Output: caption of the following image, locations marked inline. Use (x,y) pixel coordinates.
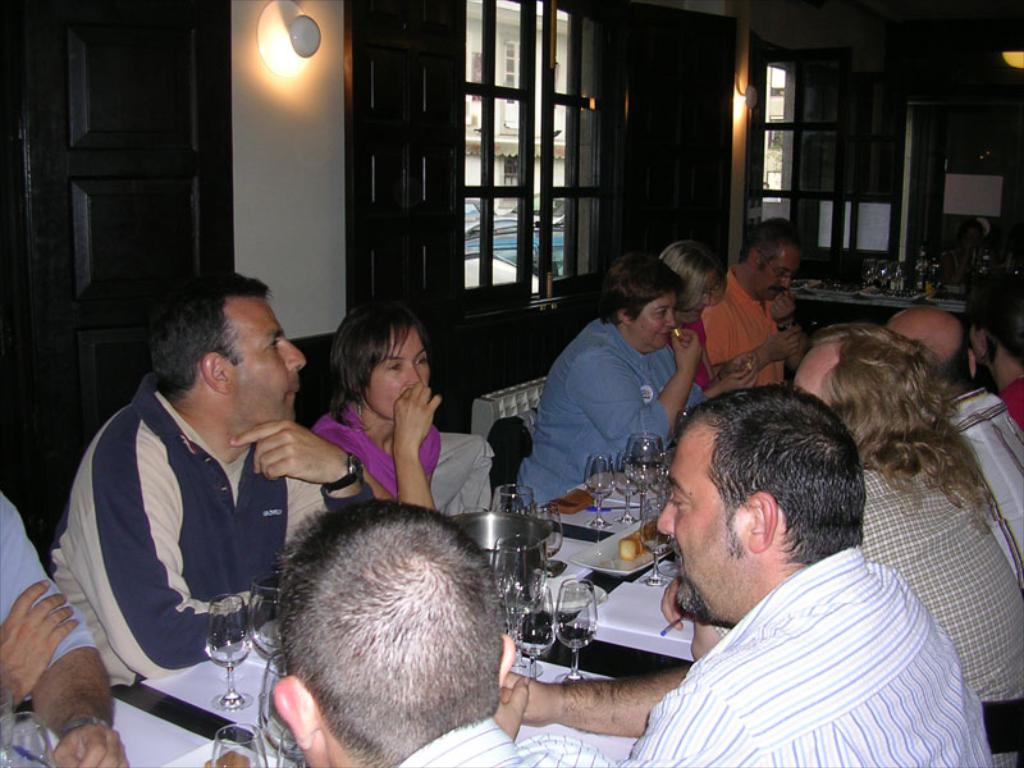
In this picture we can see some people (764,549) sitting on chair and in front of them there is table (646,577) and on table (244,693) we can see glasses (518,561), vessel (498,523), plate (601,544) some food item (630,550) in it, pen (604,510), paper (645,627) and in background (813,249) we can see wall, window (489,87), light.
